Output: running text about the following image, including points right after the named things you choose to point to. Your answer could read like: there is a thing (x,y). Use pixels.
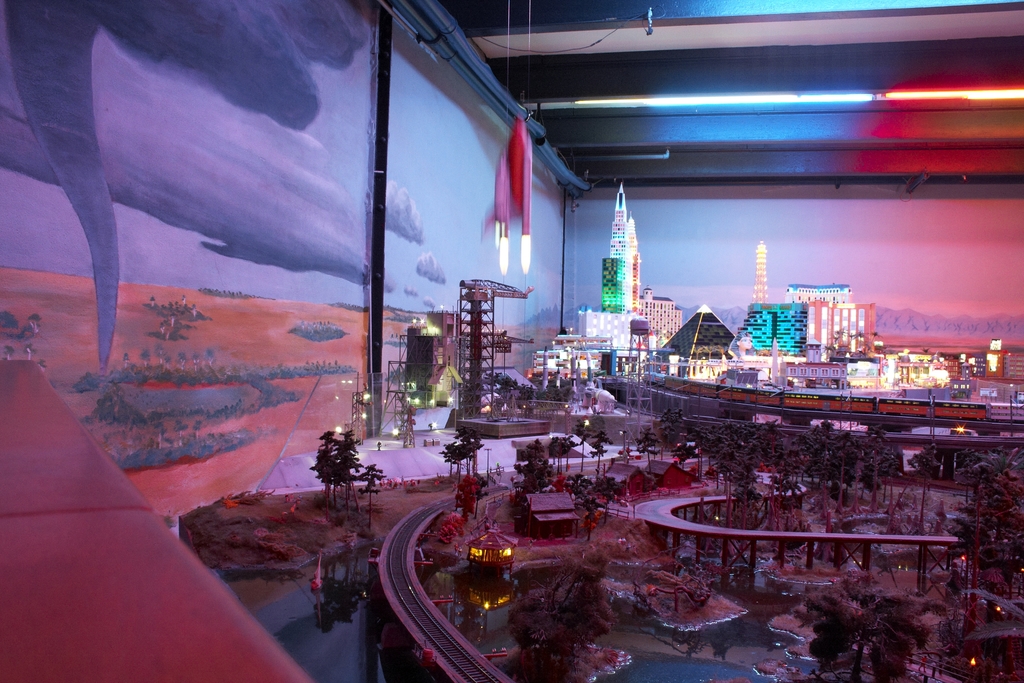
In this image I can see the miniature (411,595) of the track (434,609). To the side of the track (416,613) I can see the water (461,591) and the hut (481,557). To the right (703,529) I can see the road (675,528). To the side of the road (666,528) there are many trees (750,438) and house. In the background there are many buildings (603,349). I can also see the lights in the top (697,96). And there is a wall painting (167,194) to the left (88,377).
